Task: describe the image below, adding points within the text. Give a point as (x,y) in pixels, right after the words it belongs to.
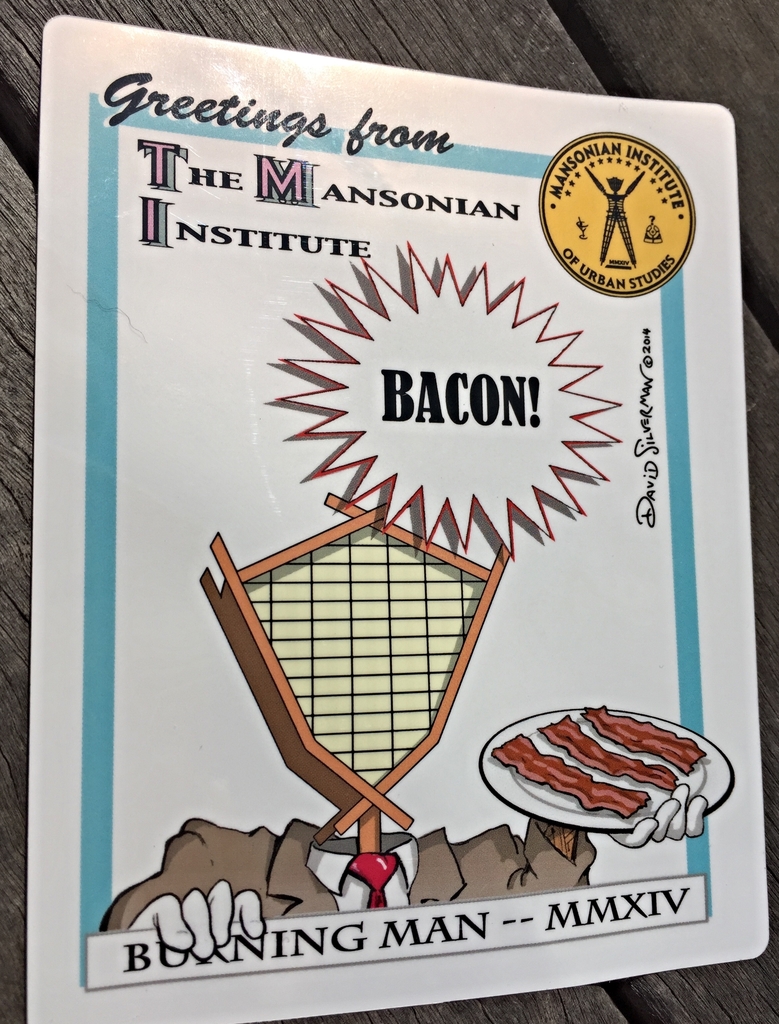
In this image we can see a paper (615,369) on which some animated figures (440,714) and some text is written.
